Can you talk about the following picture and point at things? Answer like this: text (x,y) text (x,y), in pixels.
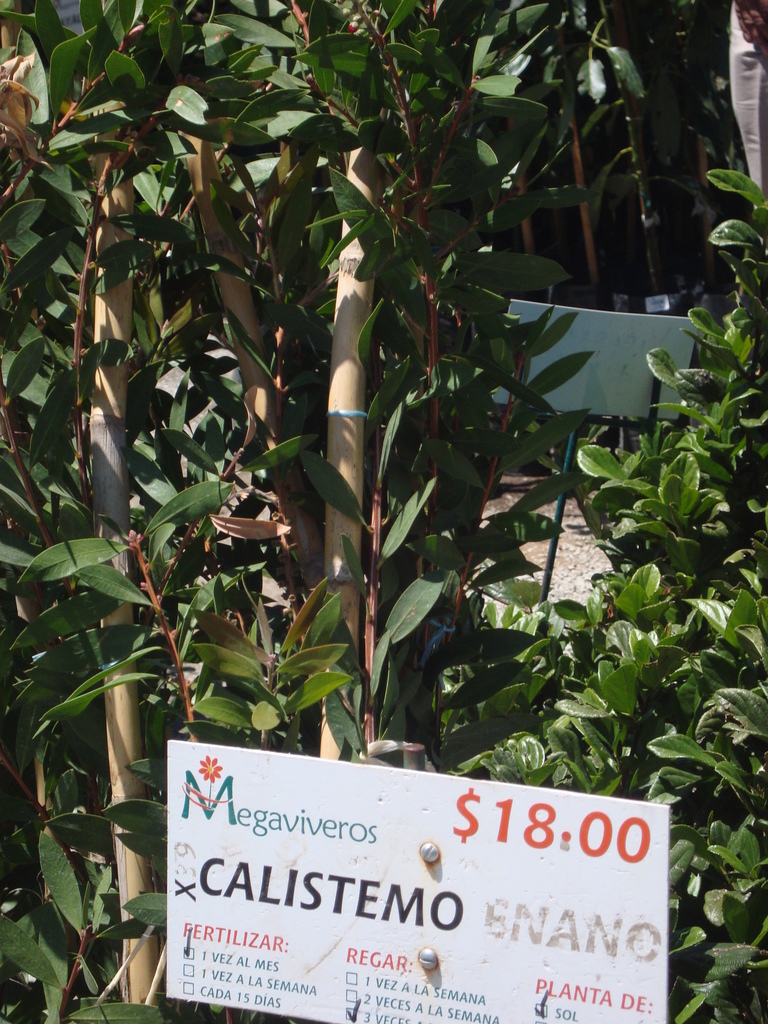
In this image, we can see some plants (660,582). There is board (575,887) at the bottom of the image (432,889) contains some text (437,992).
